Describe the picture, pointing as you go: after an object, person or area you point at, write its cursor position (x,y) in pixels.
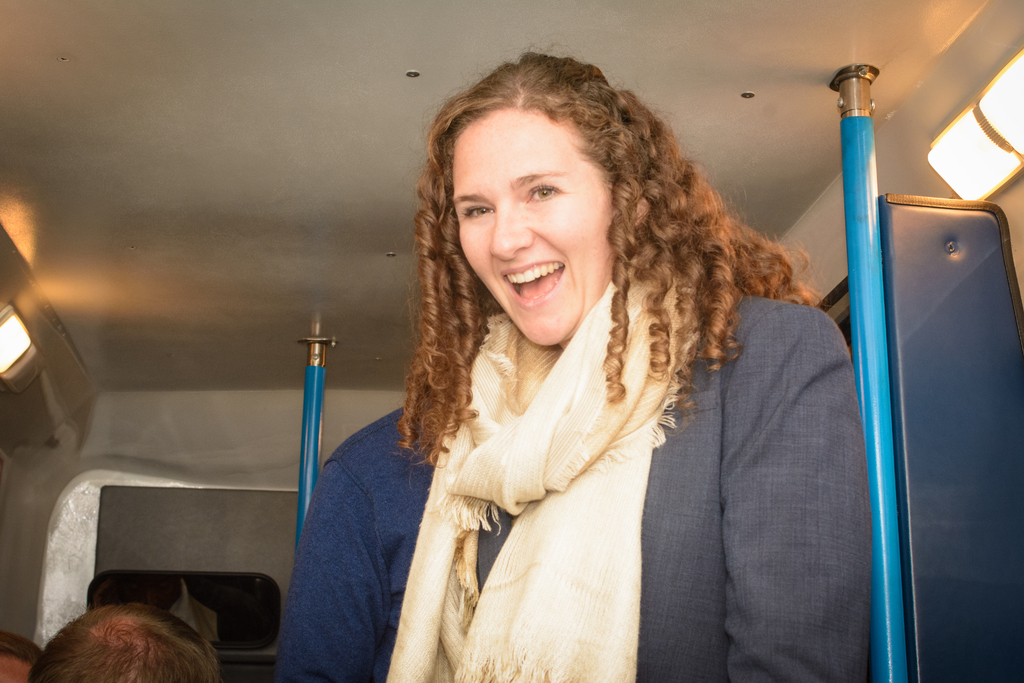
Here we can see a woman (644,427) and she is smiling. In the background (26,341) there are rods (863,67) and lights (1010,89).
